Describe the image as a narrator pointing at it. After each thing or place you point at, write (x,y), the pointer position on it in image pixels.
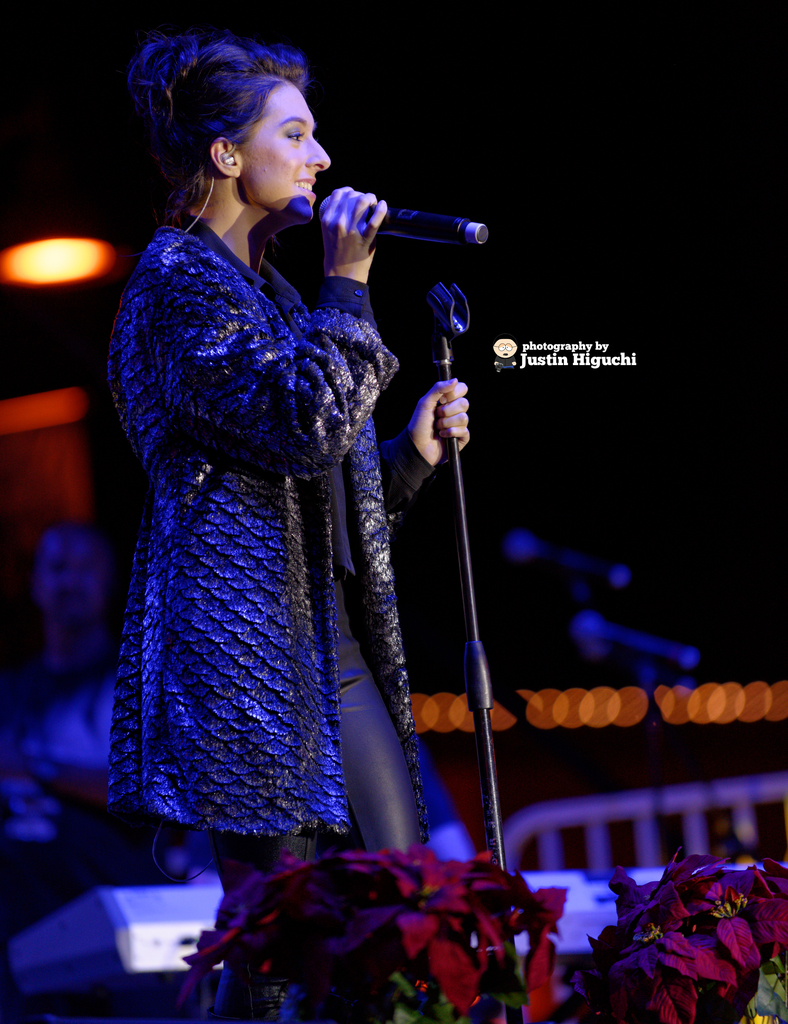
In this picture we can see a woman (219,391) is standing and holding a microphone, she is smiling, at the bottom (646,894) we can see flowers (461,942), in the background (38,250) there is a light (53,259), we can see a dark background (653,165), there is some text (582,344) in the middle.
